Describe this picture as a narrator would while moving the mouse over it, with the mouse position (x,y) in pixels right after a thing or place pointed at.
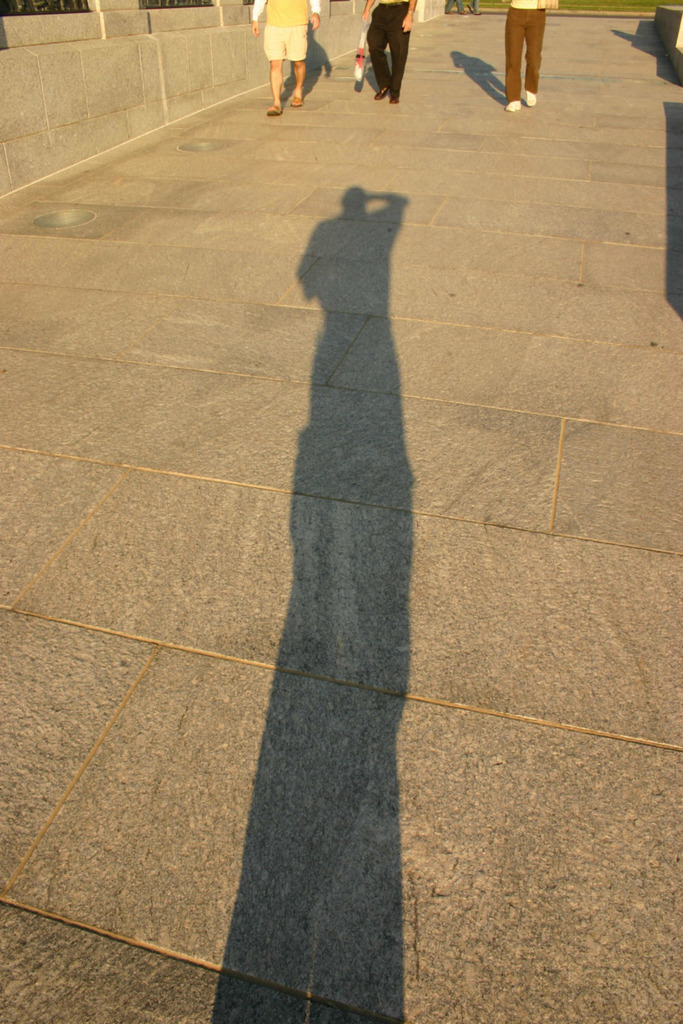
In the background of this image (301,81), on the pavement (493,250), there are three persons (278,69) walking and we can also see the shadow (334,412) of a person (349,326).
